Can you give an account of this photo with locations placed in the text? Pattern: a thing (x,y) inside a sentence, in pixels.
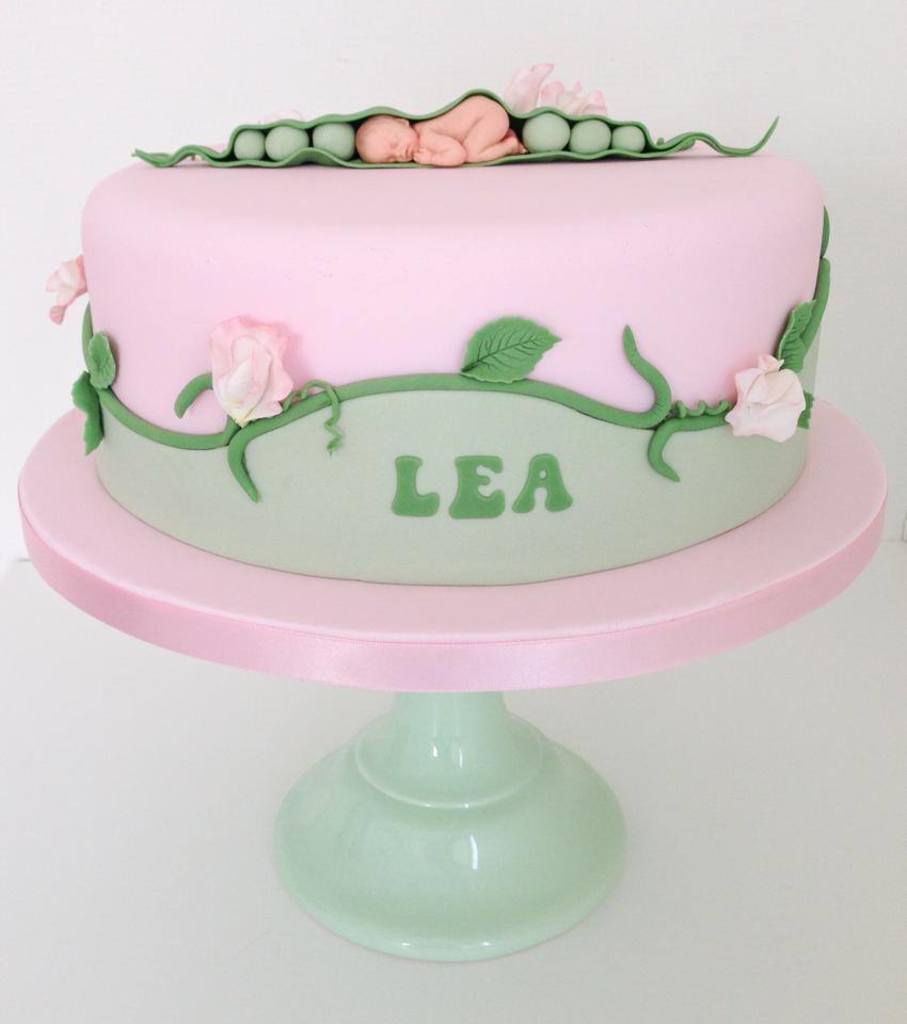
In this image we can see a pink, green color cake (432,416) is kept on the table (387,810).
